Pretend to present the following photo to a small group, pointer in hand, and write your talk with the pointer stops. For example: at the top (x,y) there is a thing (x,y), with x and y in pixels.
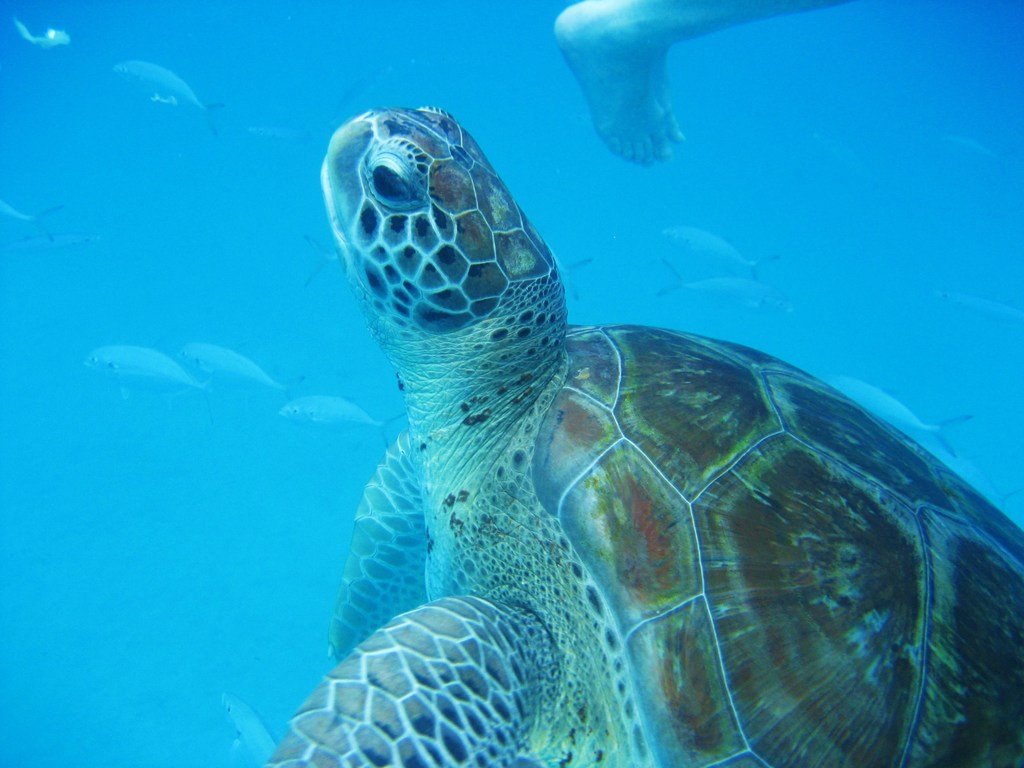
This is an image clicked inside the water (187,565). Here I can see a tortoise (566,511) and some fishes (138,365). At the top of the image (577,57) I can see a person's leg (635,67).
